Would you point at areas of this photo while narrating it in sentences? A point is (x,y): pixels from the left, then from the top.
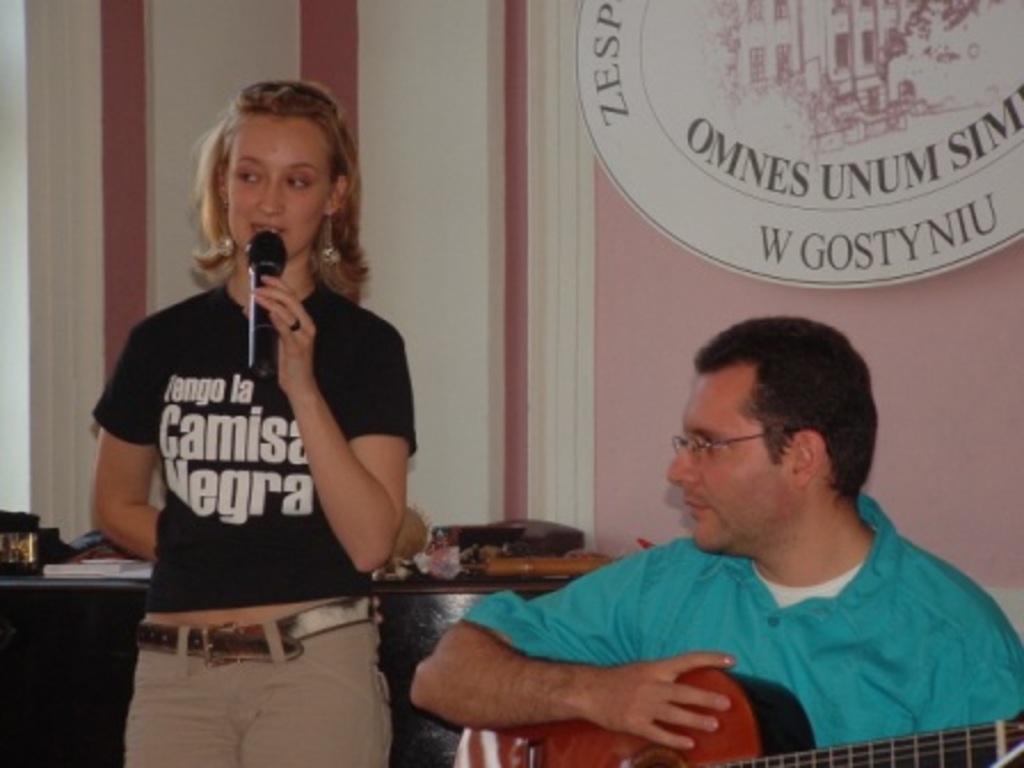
In this image i can see a woman (257,501) is standing and holding a microphone (264,268) and a man (804,549) sitting and holding a guitar (579,730) in his hand (694,695).
